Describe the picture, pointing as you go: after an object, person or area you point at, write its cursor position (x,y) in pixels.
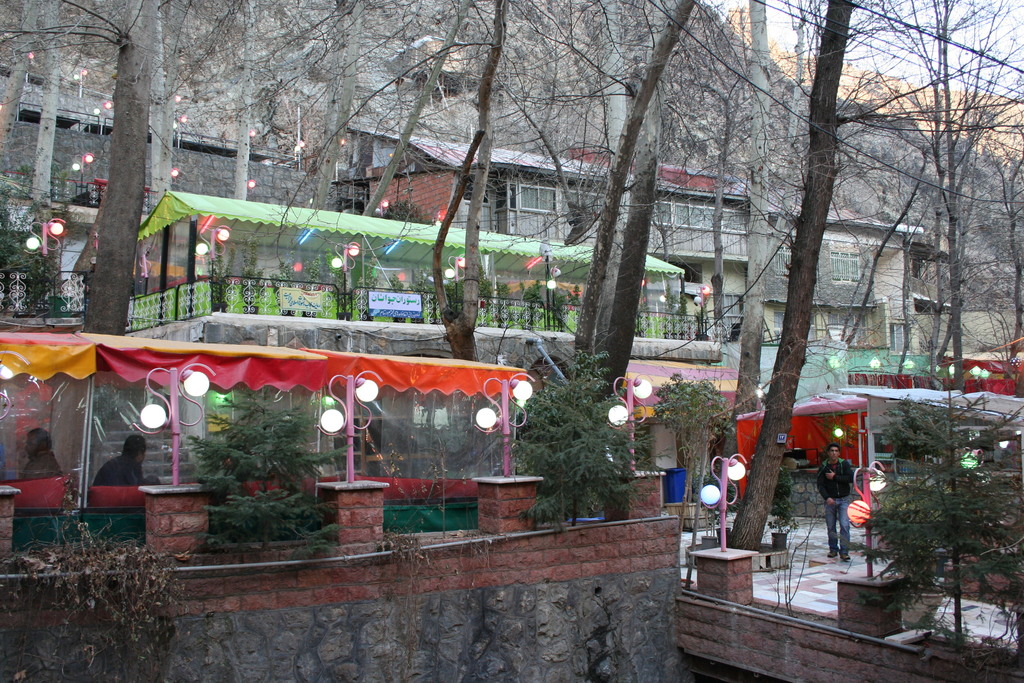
In this picture we can see a few street lights (480,416), plants (253,517), trees (567,426) and buildings (779,294) in the background (768,55). We can see a person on the path (879,564) on the right side (825,482).
